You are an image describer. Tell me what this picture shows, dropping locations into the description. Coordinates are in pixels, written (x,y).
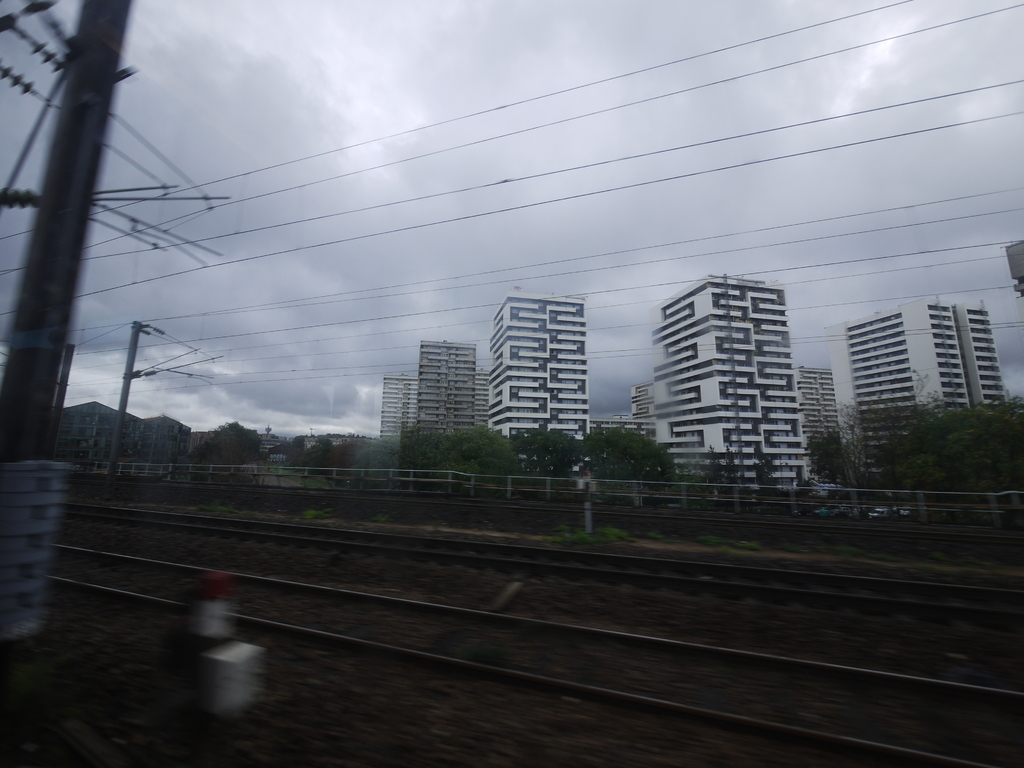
In this image at the bottom (482,605) there is a railway track (615,624), and in the background (506,491) there are some buildings (786,411), trees (989,410), poles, wires (162,361), railing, wall (168,488). And on the left side (61,248) there is a pole (80,52) and some wires (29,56), at the top (196,157) there is sky (519,170).
